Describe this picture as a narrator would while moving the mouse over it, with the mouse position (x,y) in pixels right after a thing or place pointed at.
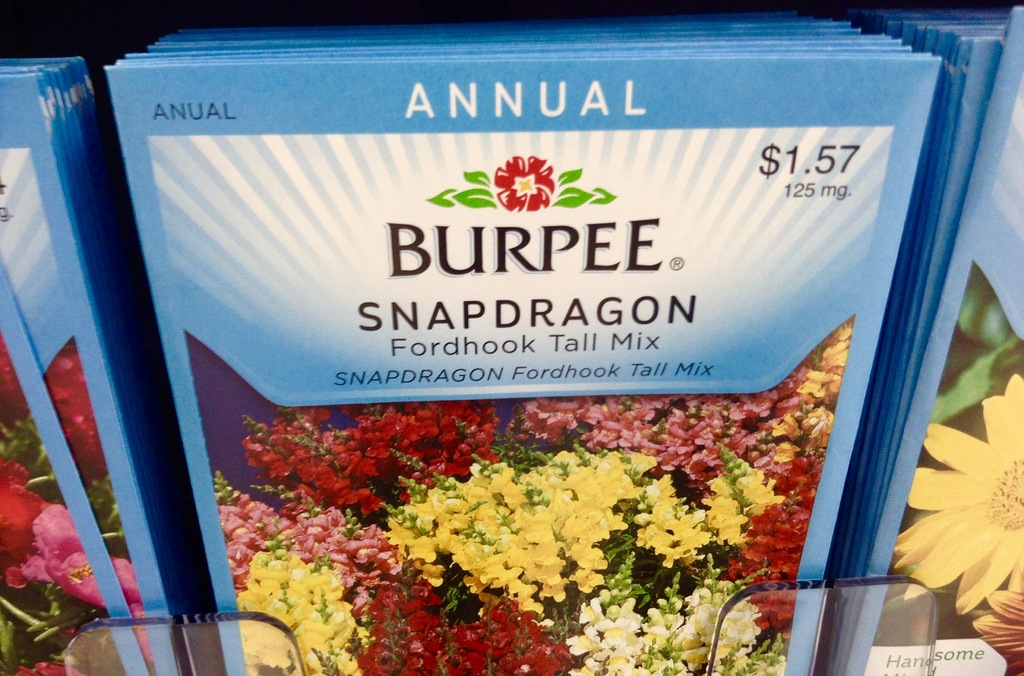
In this image in the center (607,230) there are some packets (916,402), and on the packets (344,365) there is some text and some flowers (438,550).
